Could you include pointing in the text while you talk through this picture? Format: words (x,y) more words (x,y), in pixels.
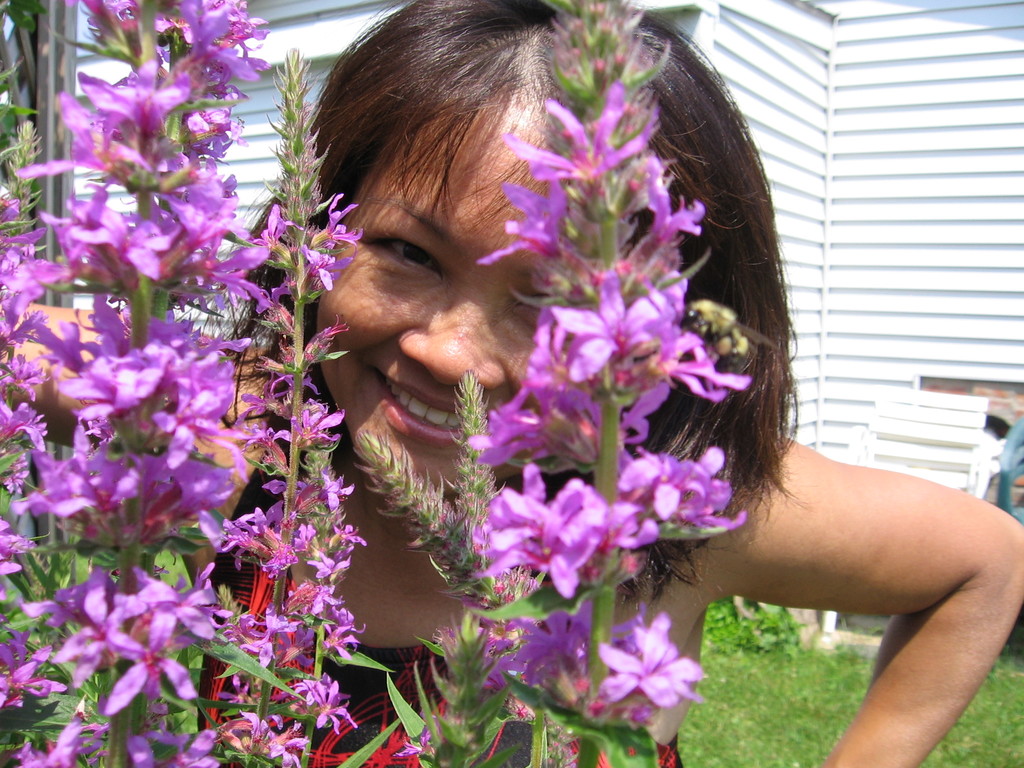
In this picture we can see flowers (123,272), grass (771,660) and a girl (497,104) smiling and in the background (997,212) we can see the wall (904,185).
